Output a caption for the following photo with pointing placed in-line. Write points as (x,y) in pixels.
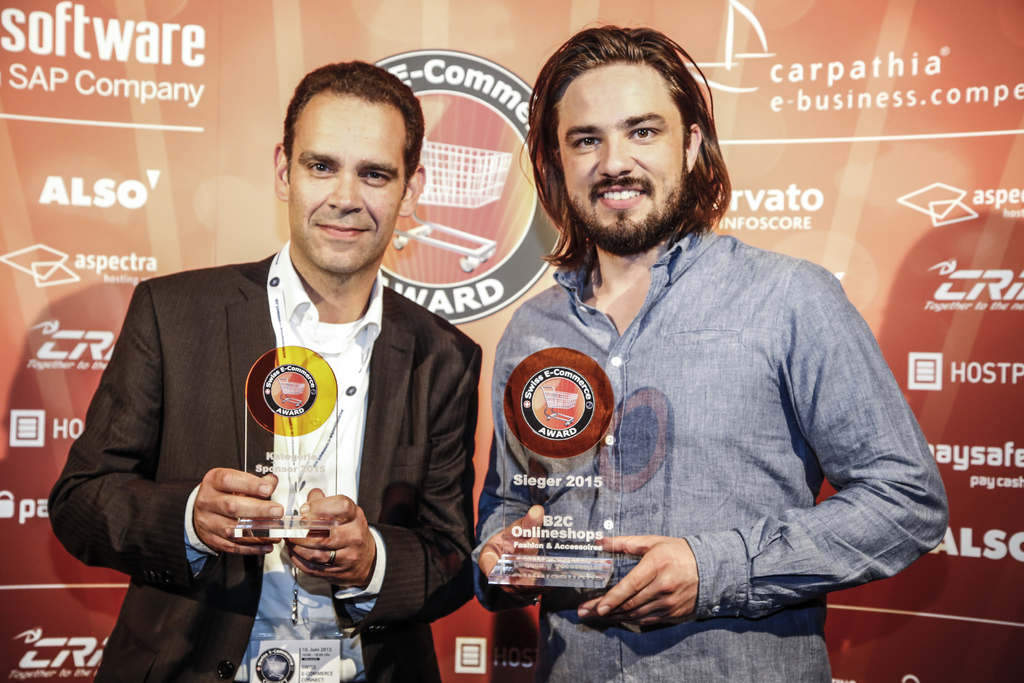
In this picture we can see two people (630,313), they are holding trophies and in the background (444,273) we can see a banner (1,266).
